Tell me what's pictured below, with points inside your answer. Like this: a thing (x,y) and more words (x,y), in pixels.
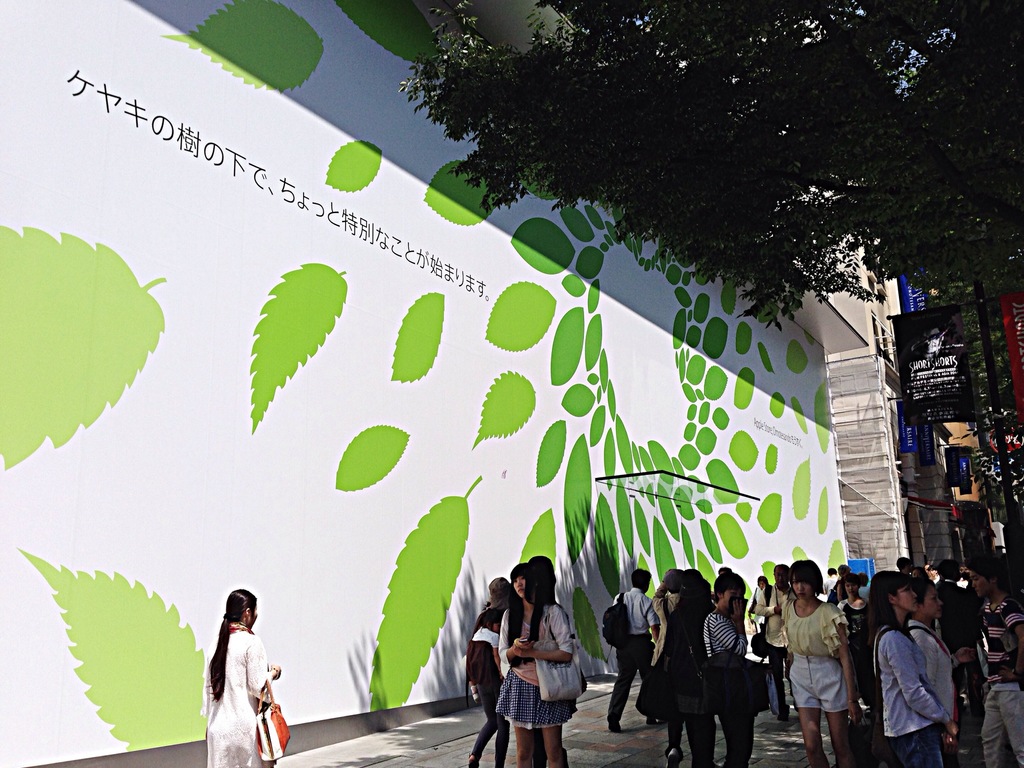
In this image there are people (796,660) walking on footpath (586,738), in the background (416,198) there is a poster (67,750), on that poster (386,385) there are leaves (270,401) and a text (234,158), in the top right (987,241) there is a tree (911,86).
